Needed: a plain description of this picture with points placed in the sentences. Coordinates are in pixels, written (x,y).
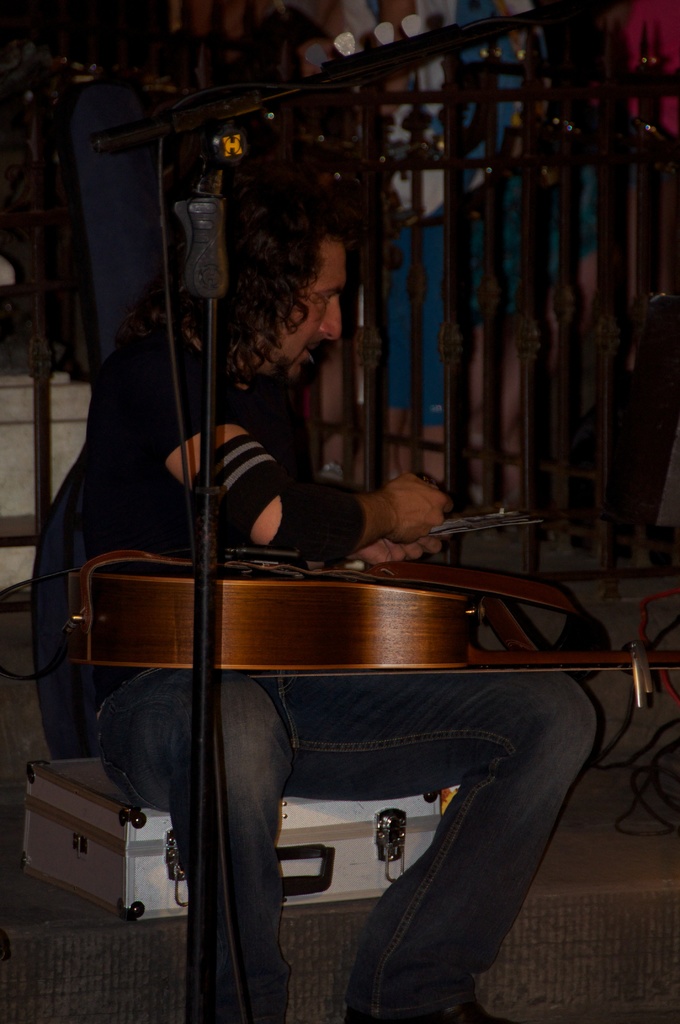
As we can see in the image there is a man (340,267) sitting on suitcase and holding guitar (471,650). There is mic (220,159) and fence (232,81).
